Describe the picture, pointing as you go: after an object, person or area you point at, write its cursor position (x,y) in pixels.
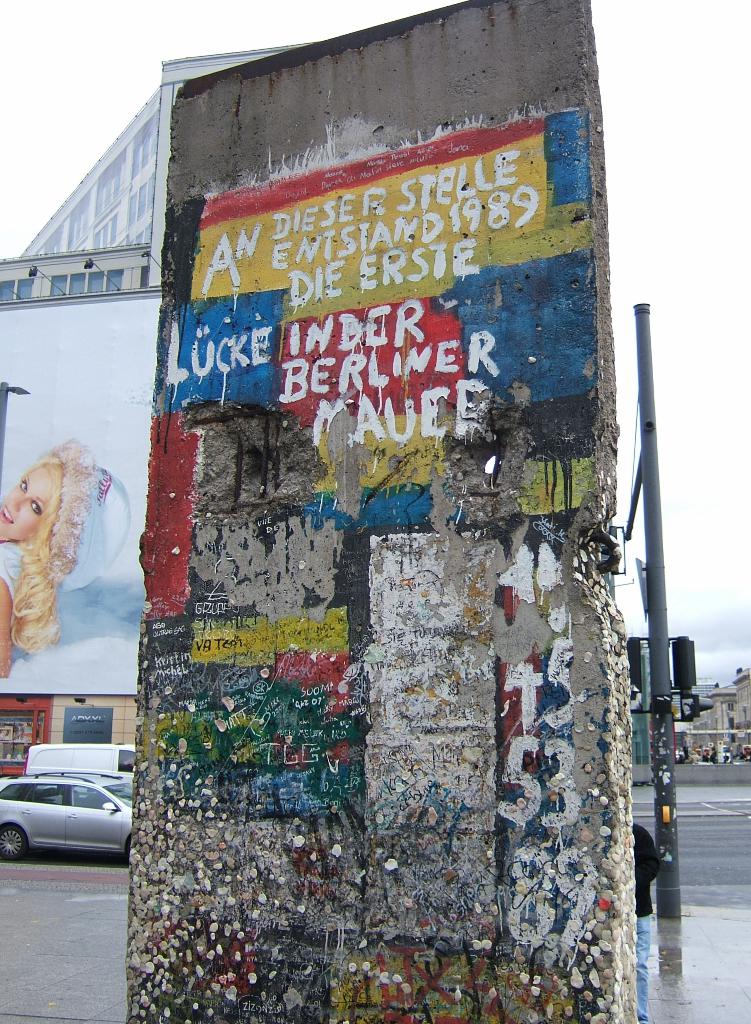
In front of the picture, we see a small pillar (374,518) with some text (319,247) written on it. Behind that, we see a person (641,865) in black T-shirt (645,851) is standing. Beside the person (644,839), we see a pole (655,742). On the left side (110,785), we see cars (89,771) moving on the road (94,857). We see a hoarding board (80,486) of the woman (34,528). Behind that, there are buildings (62,226). On the right side (696,736), there are buildings (703,723). At the top of the picture (606,161), we see the sky (7,24).
